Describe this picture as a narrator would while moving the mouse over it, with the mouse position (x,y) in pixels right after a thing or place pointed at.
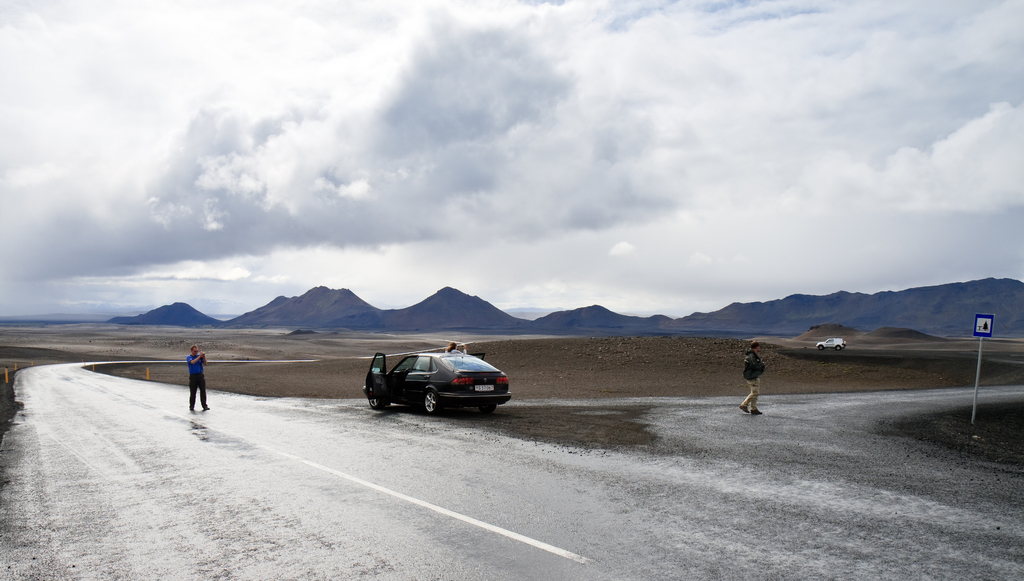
In an open land (240,386) there is a man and there is a black car (430,379) beside the man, in the right side (758,375) a person (752,386) is walking on the road (811,393) and behind him in a distance there is another vehicle (836,343) and in the background (367,326) there are many mountains (800,321).
